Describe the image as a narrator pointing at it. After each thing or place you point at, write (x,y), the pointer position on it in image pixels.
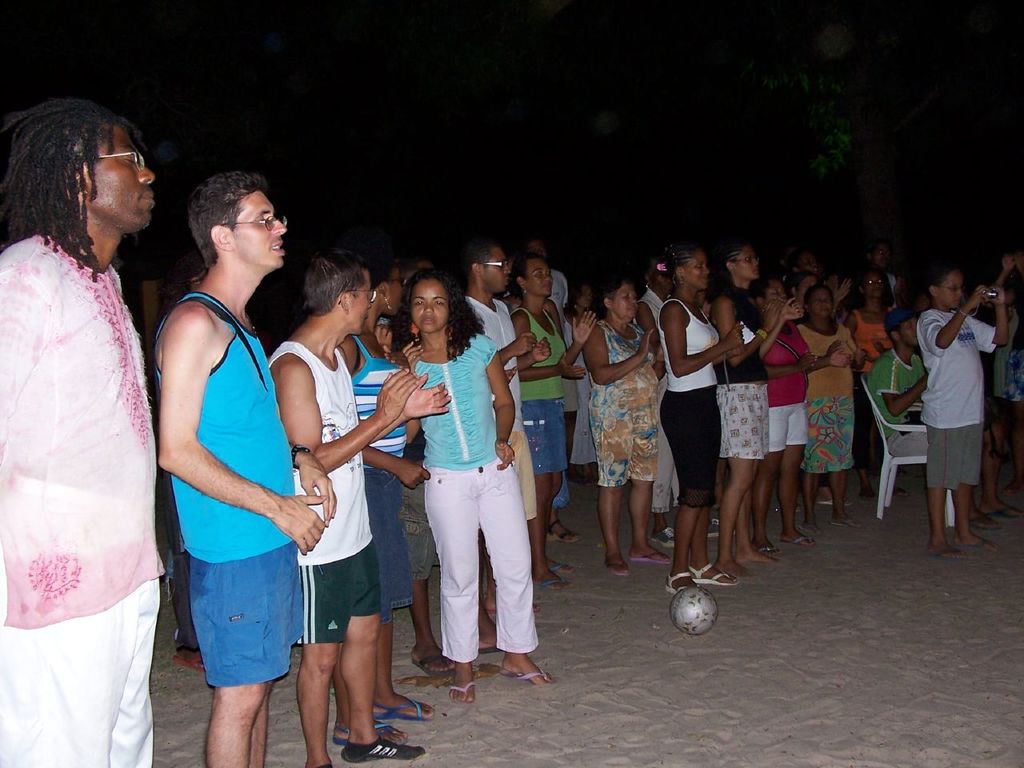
This picture shows few people (736,484) standing and a man (895,397) seated on the chair (884,421) and we see a boy (951,335) standing and holding a camera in his hand (968,310) and we see a ball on the ground (639,612) and we see a tree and few of them wear spectacles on their faces (738,263).
